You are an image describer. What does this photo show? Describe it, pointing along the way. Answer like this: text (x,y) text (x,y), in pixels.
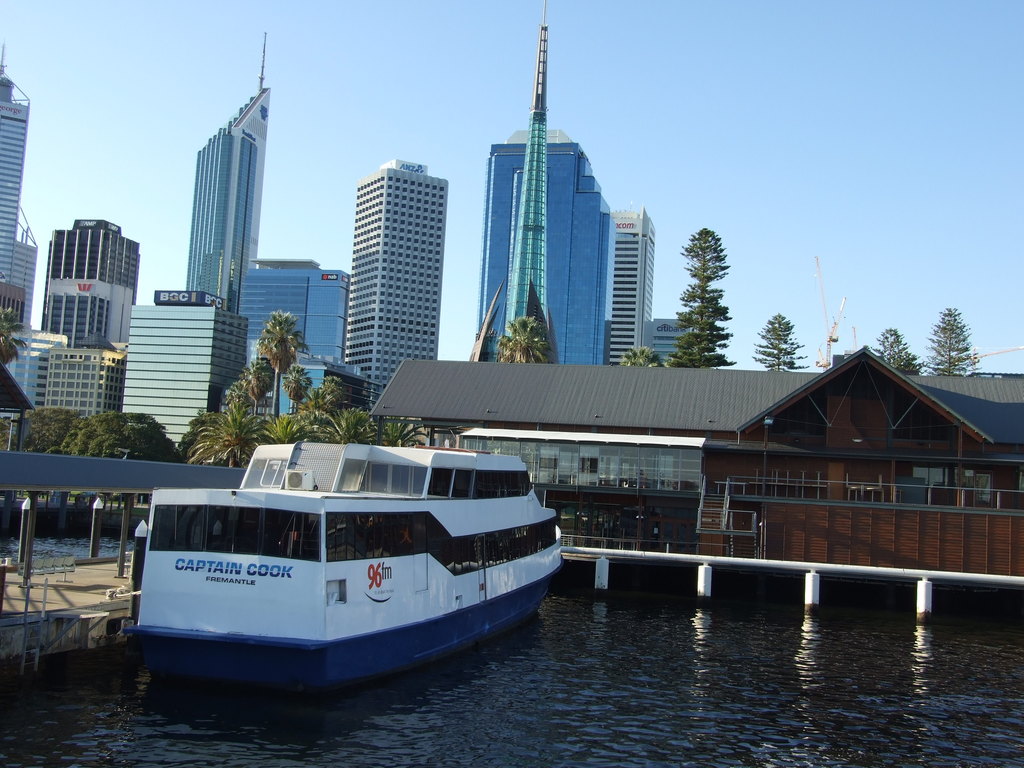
In this image I can see the water (600,697), a wooden bridge (62,614) and a ship (325,660) which is white and blue in color. In the background (736,381) I can see few buildings (699,473), few trees (144,413), few cranes (822,352) and the sky (723,169).
